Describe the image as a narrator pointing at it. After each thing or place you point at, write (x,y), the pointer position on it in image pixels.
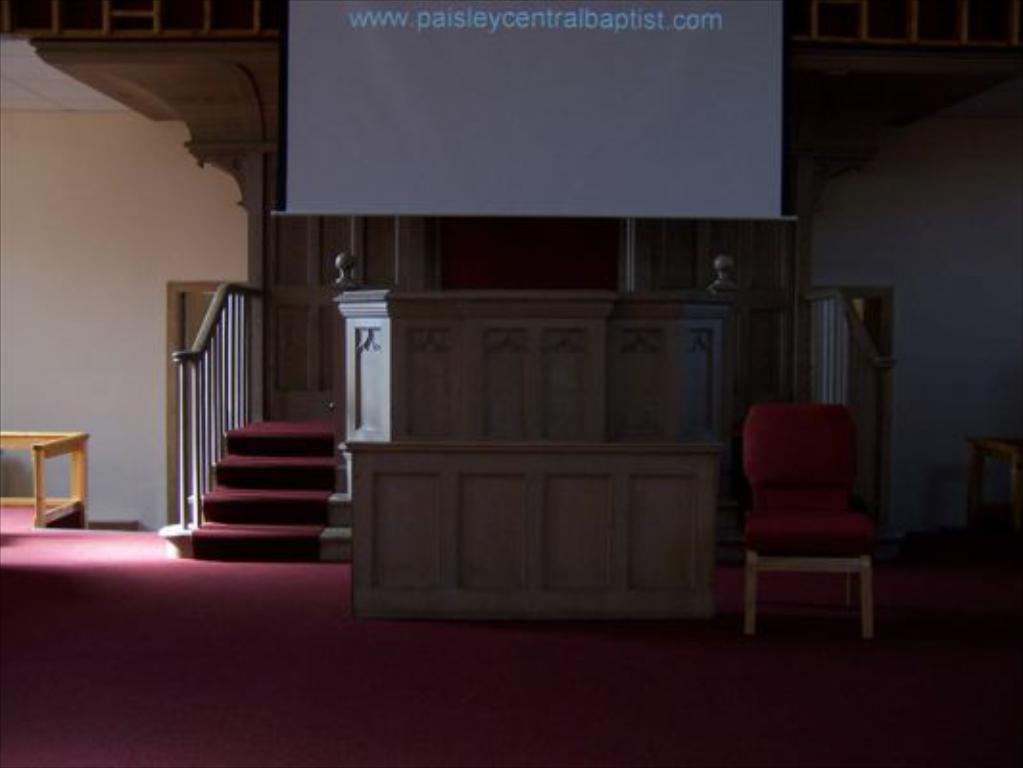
In this picture there is a showcase (677,484) in the center of the image (611,434) and there are stairs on the right (723,525) and left side of the showcase (680,532), there is a projector screen (319,144) at the top side of the image (543,199), there is a door (208,304) on the left side of the image (238,354), there is a chair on the right side of the image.
